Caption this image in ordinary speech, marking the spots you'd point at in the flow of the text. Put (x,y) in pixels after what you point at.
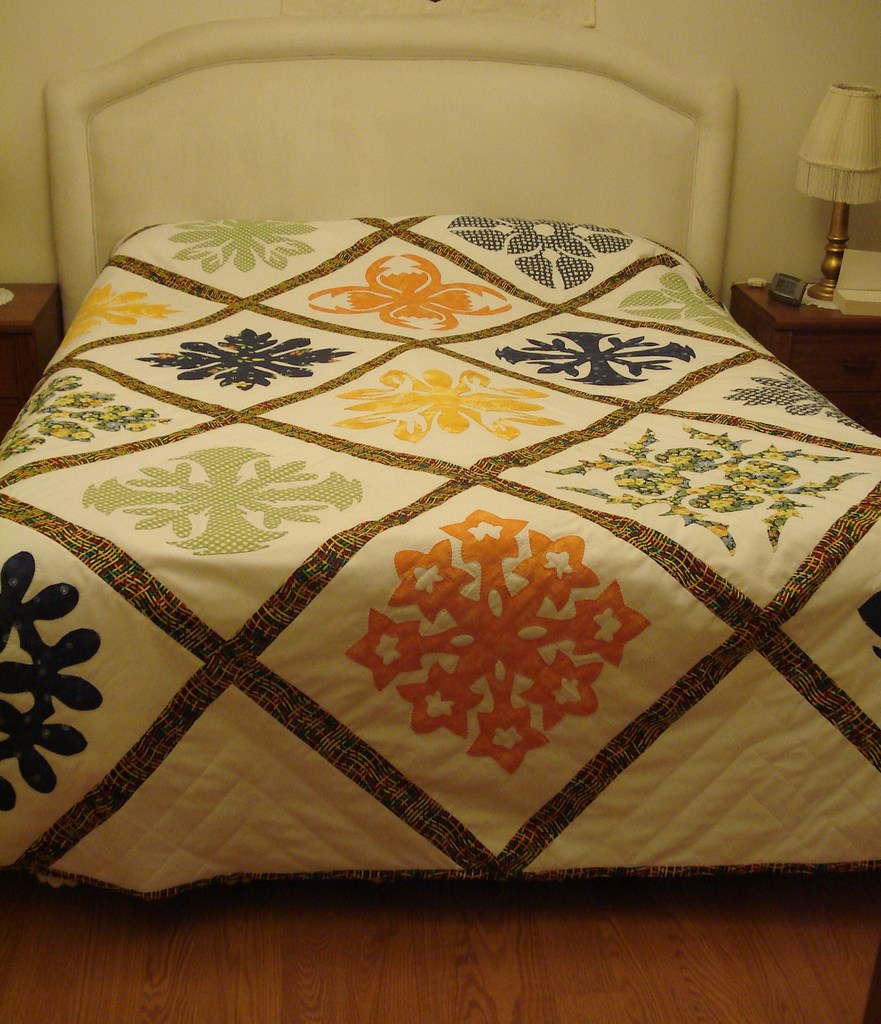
In this image I can see a bed (259,789) which is in white color and I can also see multicolor blanket (377,544). Background (863,110) I can see a lamp (824,278) on the table (836,341) and the wall (817,55) is in white color.
